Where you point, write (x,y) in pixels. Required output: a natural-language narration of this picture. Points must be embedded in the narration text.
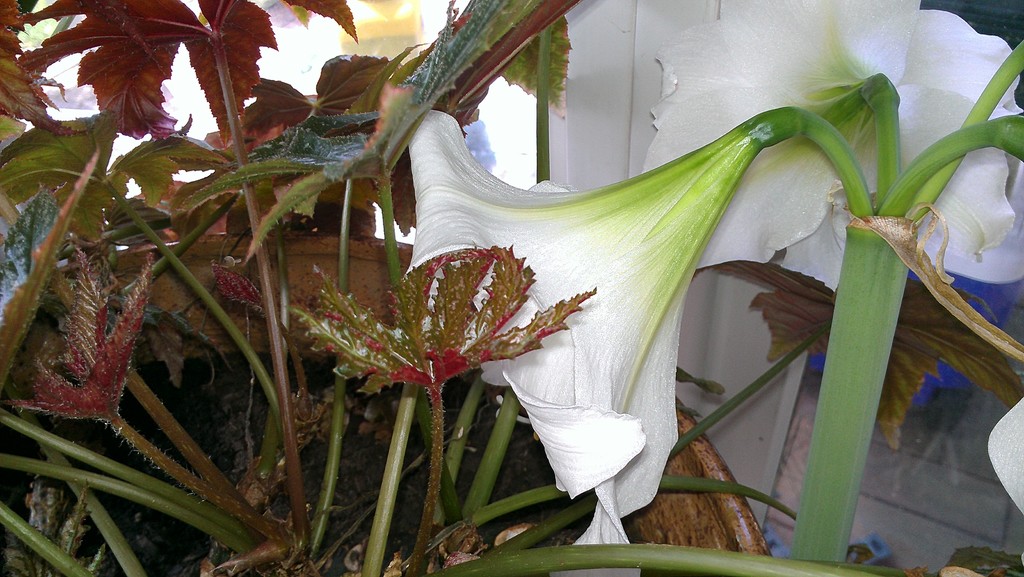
In this image I can see a few flowers (592,307) which are white in color to the plant (783,134) which is green in color. I can see a plant (451,471) which is green and red in color in a flower pot (700,510) which is brown in color.
